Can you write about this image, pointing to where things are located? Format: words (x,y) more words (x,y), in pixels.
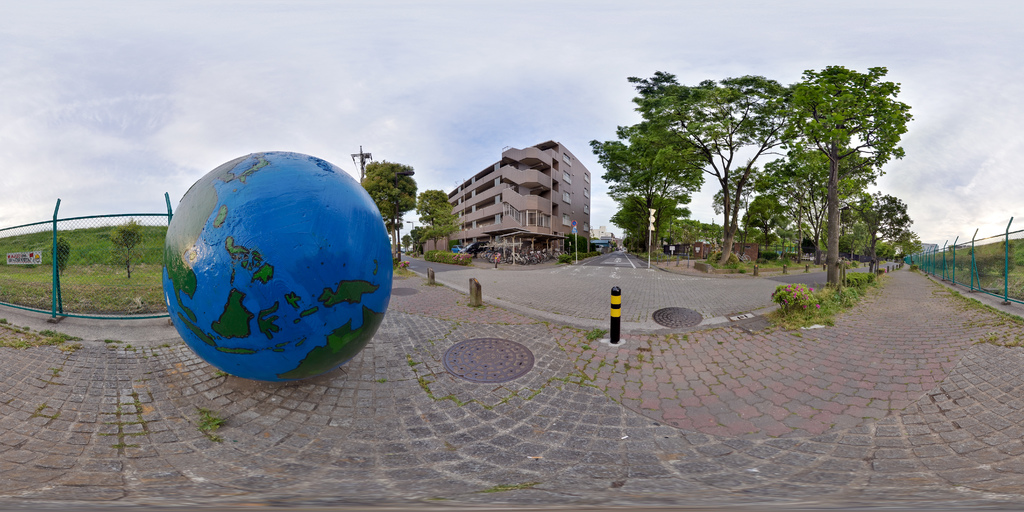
In this image we can see a ball (271,319) which represents the globe (244,309). In the background of the image (512,184) there is a building (489,219), trees (444,200), poles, fence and other objects (610,247). On the right side of the image (1004,240) there is a fence (945,254), plants (959,254) and other objects (928,248). At the top of the image (383,60) there is the sky (337,33). At the bottom of the image (730,447) there is the floor (423,443).
